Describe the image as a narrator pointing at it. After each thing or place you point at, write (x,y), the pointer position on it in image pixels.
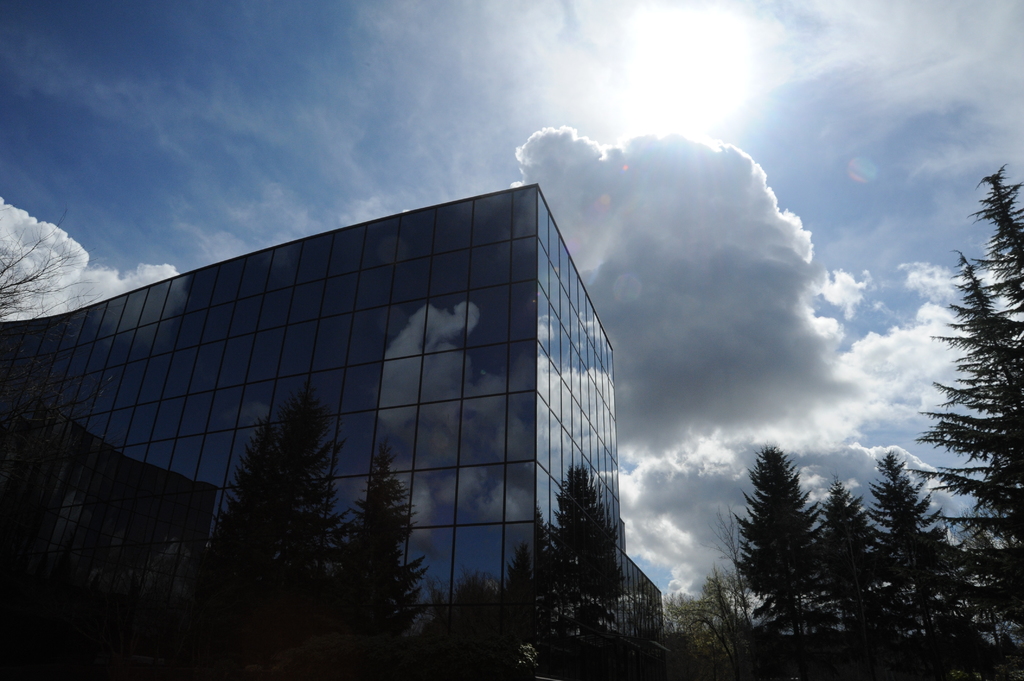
In this image in front (105,476) there are trees (821,558), buildings (592,456). At the top of the image (646,169) there is sky (803,281).
